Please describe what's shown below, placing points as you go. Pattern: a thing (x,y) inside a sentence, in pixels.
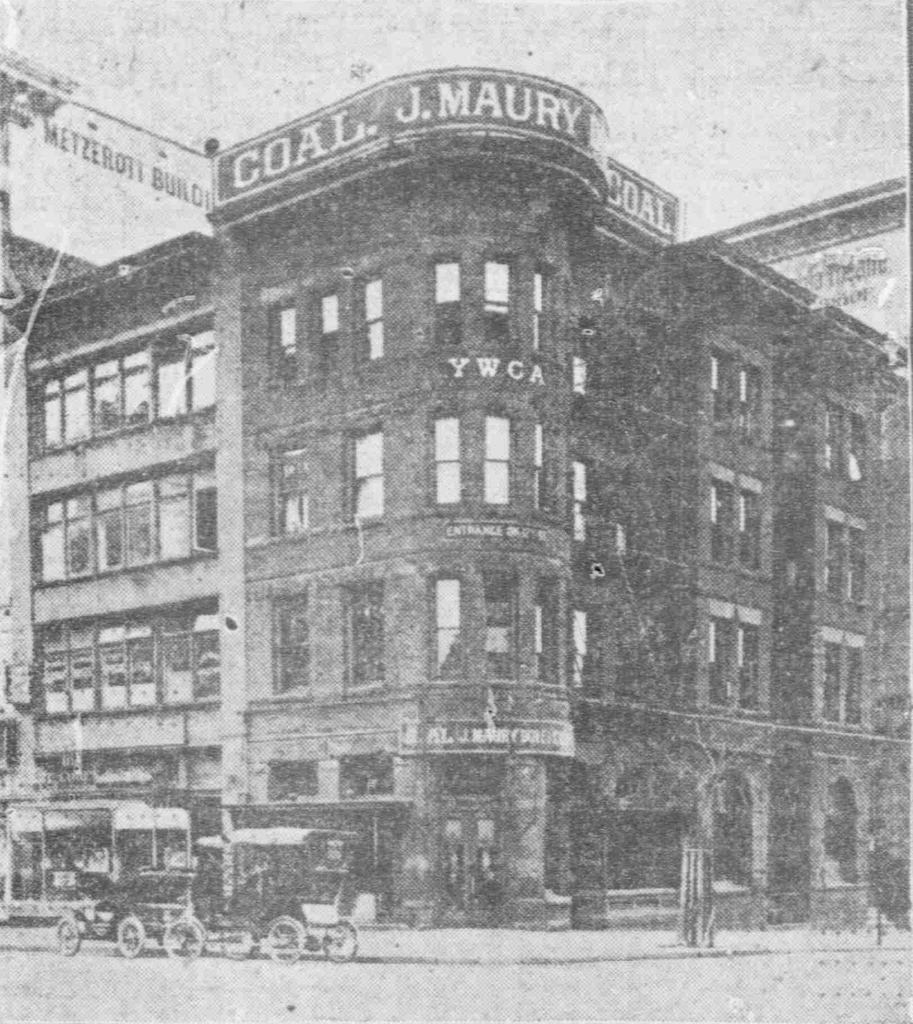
It is a black and white old image, there is a big building (312,524) and there is a cart (265,885) kept in front of the building (351,677).
